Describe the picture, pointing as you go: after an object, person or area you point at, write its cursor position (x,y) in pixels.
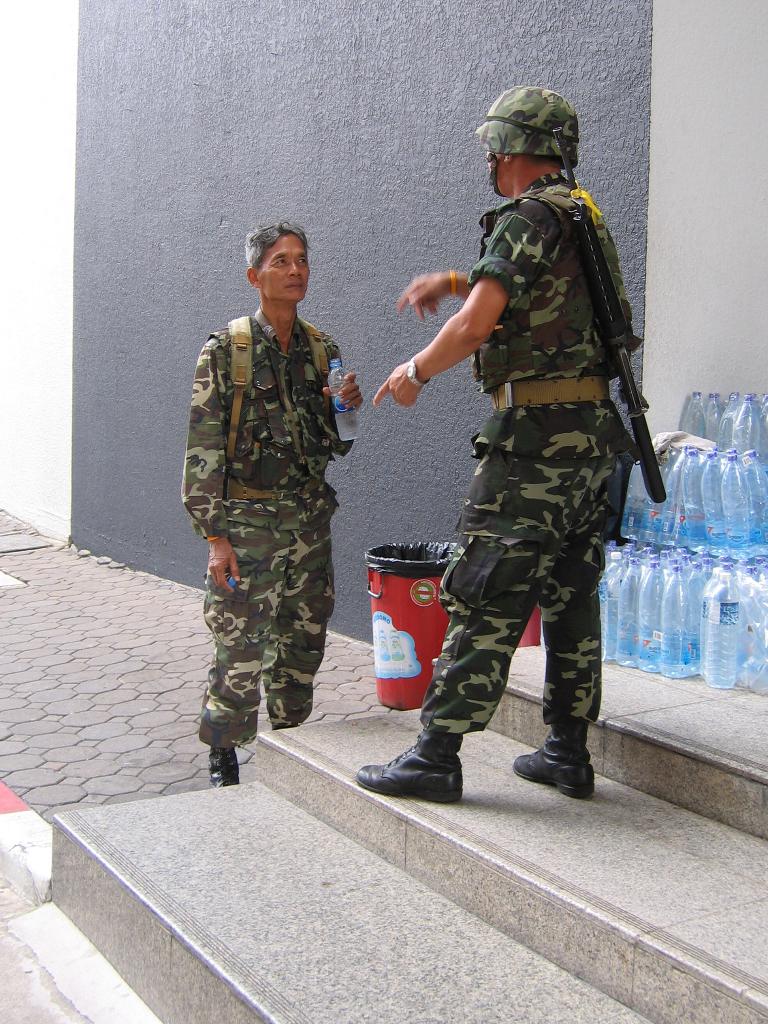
In this image we can see two men (518,395). They are wearing army uniform (274,476). One man (475,712) is standing on the stairs (497,895). Behind him, bottles (678,535) and dustbins (380,576) are there. Background of the image (190,103) grey color wall (388,106) is present.
